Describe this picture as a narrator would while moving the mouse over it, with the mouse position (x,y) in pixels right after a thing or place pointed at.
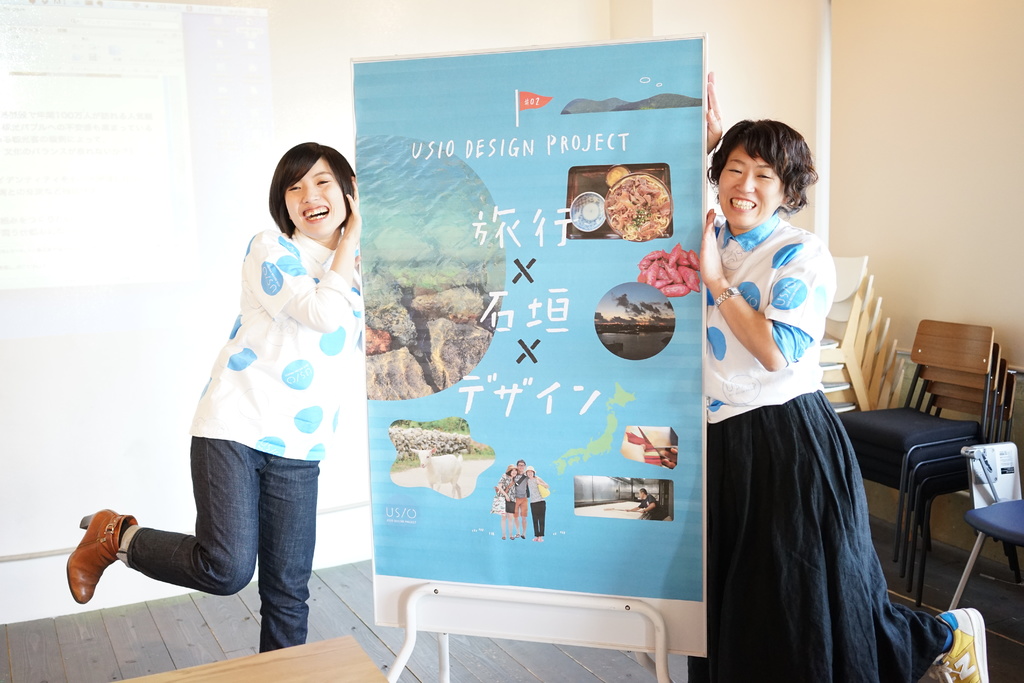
In this image I can see two persons (266,399) standing. In front (263,415) the person (277,390) is wearing white and blue color dress (243,435) and I can also see the board (408,462) in blue color. Background (987,398) I can see few chairs (977,382) and the wall (479,39) is in cream color.
